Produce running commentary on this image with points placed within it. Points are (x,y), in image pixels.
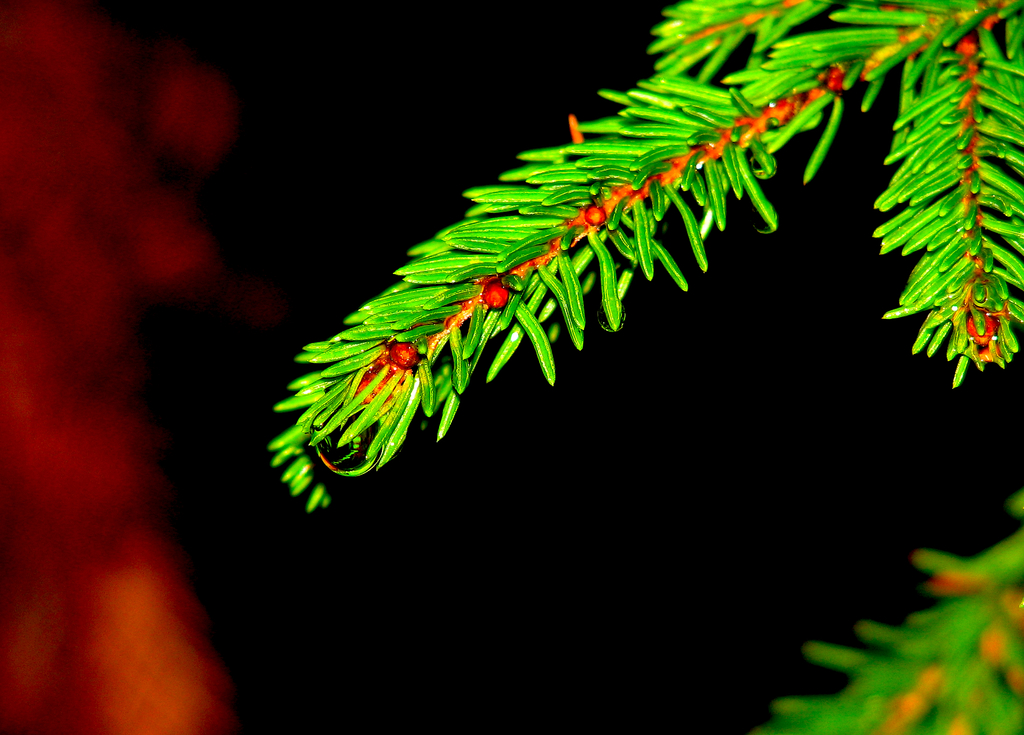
In this image there is a branch (670,120) of a Christmas tree (710,183) as we can see on the top of this image (729,136).
